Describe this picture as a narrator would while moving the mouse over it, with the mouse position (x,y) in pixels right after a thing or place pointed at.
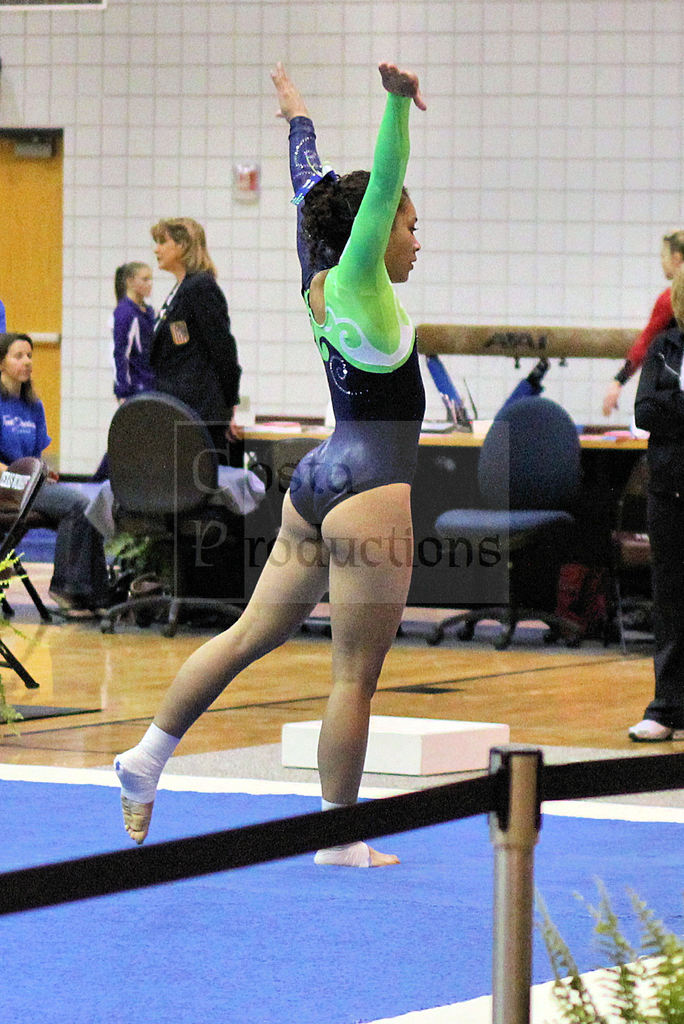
In this image I can see a girl (315,524) wearing blue and green colored dress (348,312) is standing on the ground (325,869). I can see the pole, the black colored belt (262,858) and in the background (487,472) I can see few chairs (505,486), few persons (652,428) standing, a table (625,458), few objects (581,438) on the table (459,442), the door (44,197) and the white colored wall (360,163).
